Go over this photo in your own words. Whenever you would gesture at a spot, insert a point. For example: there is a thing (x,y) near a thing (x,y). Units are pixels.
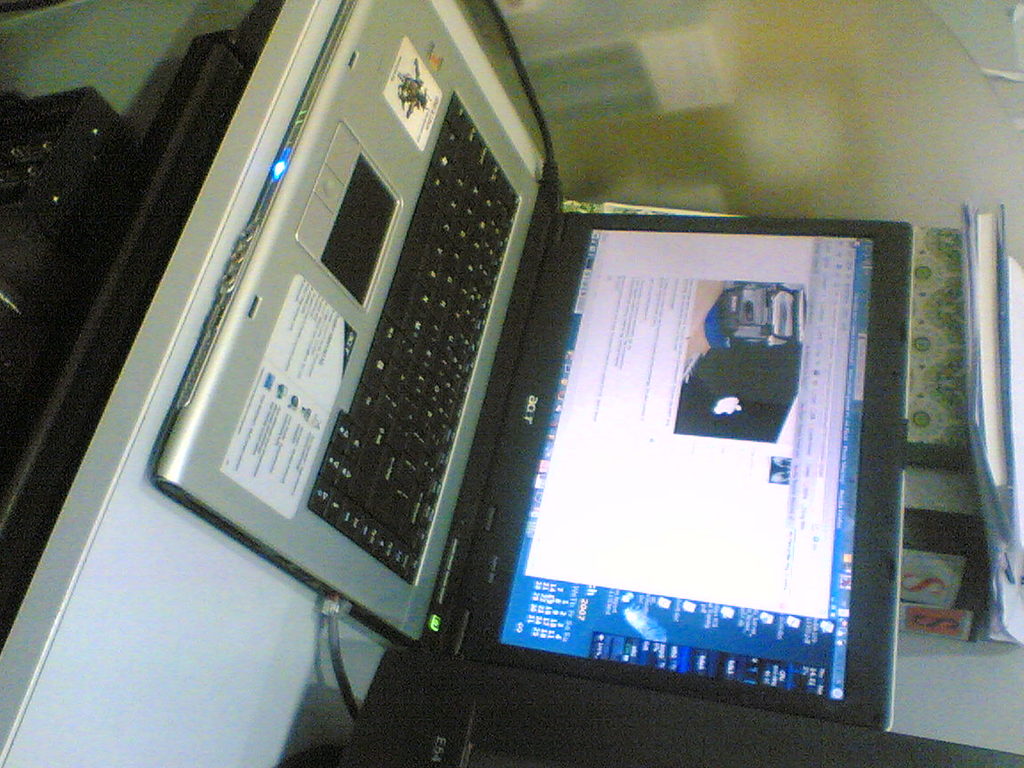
In this image, we can see a laptop (416,426) and monitor (392,749) is placed on the white table (171,649). On the left side (31,170), we can see a keyboard (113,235) and CPU (41,204). Right side of the image (954,416), we can see book (998,632), some papers (995,369), objects (952,429). Top of the image (720,128), there is a glass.
